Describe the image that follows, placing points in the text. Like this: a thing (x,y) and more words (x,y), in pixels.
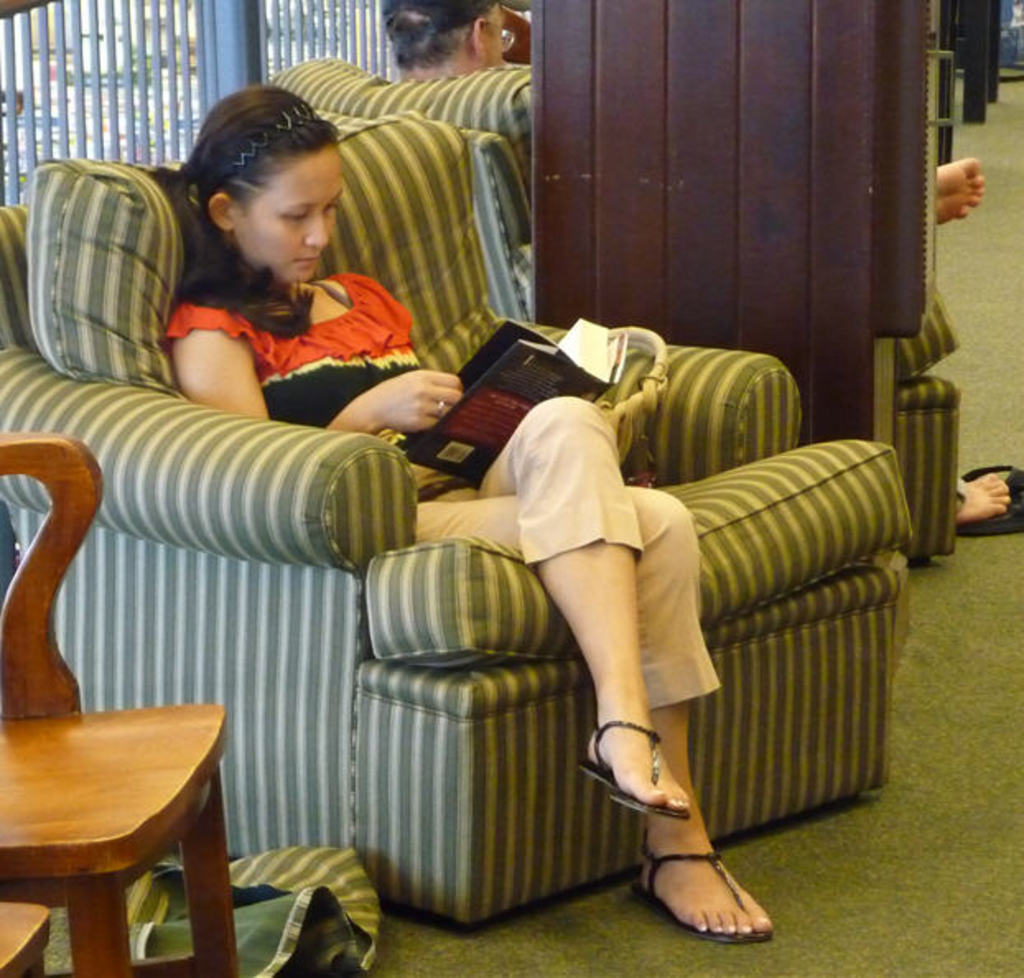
A woman (466,508) is sitting in sofa (411,530) and reading a book (466,398).
